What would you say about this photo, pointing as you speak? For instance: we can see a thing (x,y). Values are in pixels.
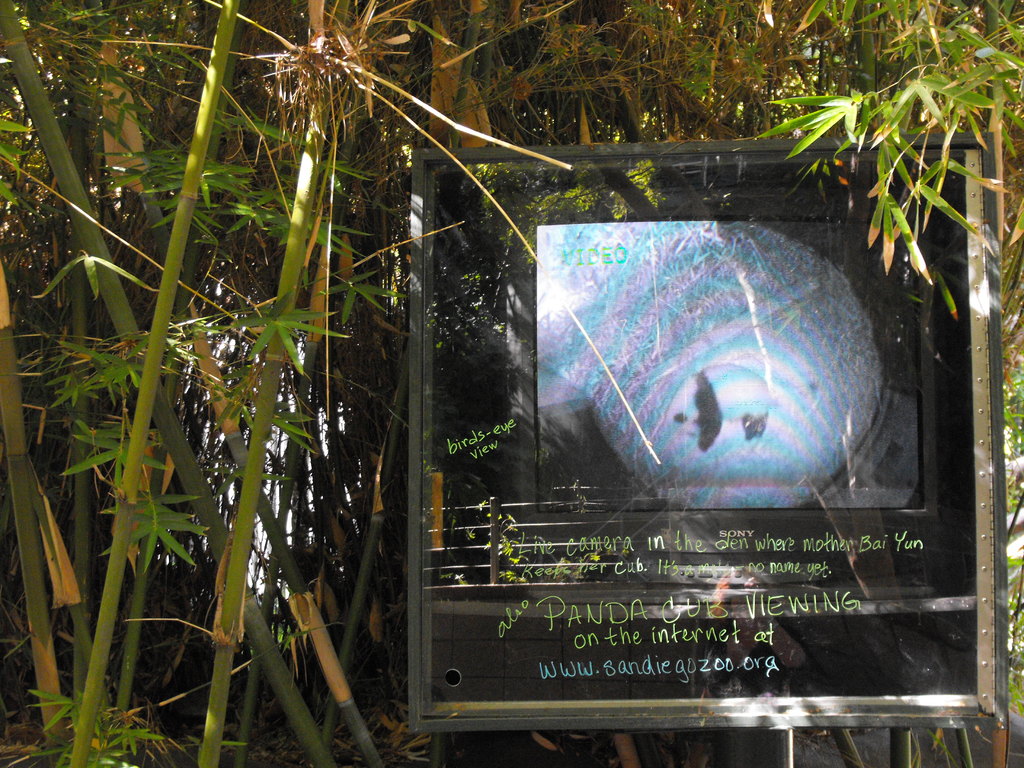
This image consists of so many trees (352,494). There is a board (967,718) in the middle (454,452). There is something written on that board (504,578).
